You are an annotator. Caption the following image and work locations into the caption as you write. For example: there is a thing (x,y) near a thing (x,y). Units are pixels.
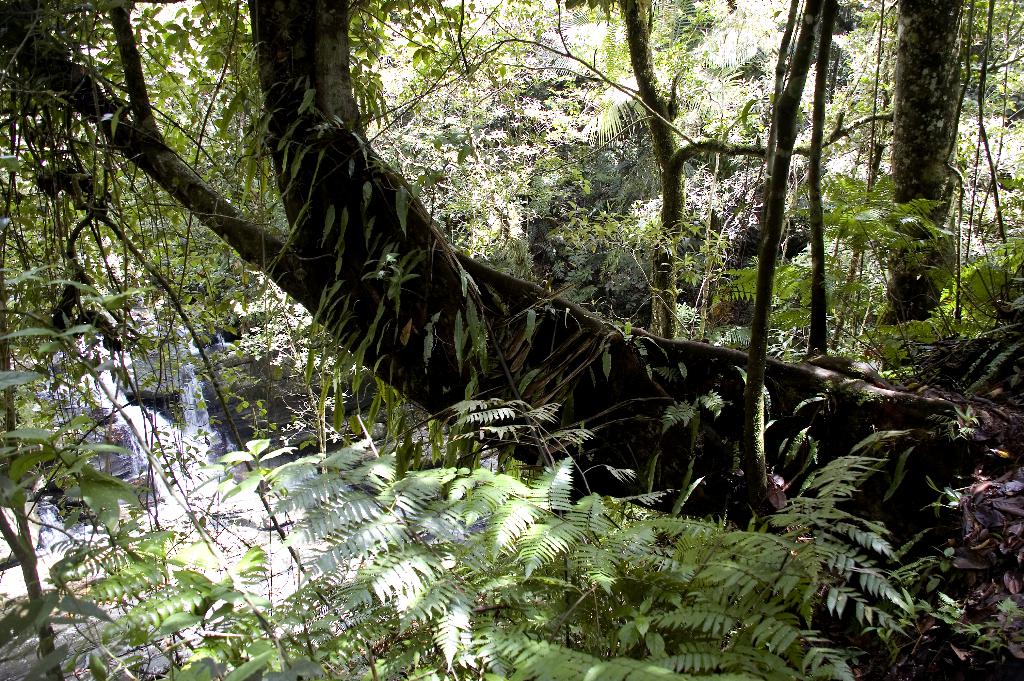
In this image there are trees (760,364) and there is water (203,495).
